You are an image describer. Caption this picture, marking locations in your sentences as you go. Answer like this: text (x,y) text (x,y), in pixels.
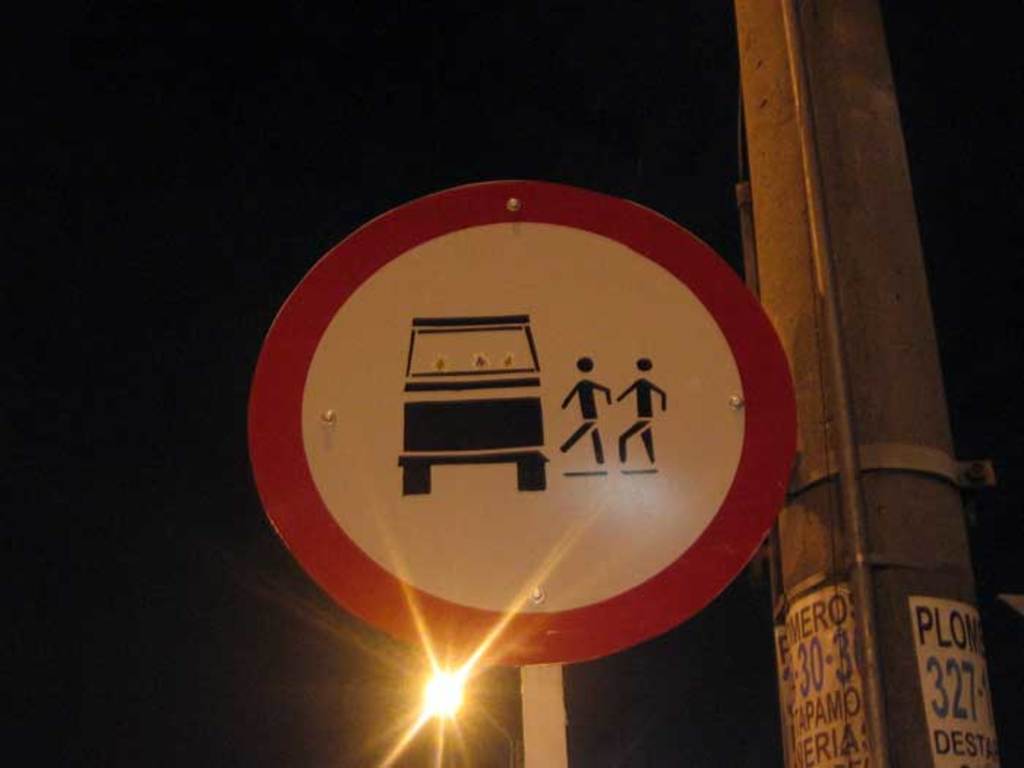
In this picture I can see there is a pole (873,78), there is a label (930,634) on the pole (806,160) and there is a precaution board (445,581) attached to the pole (831,205) and there is a light (403,750) visible and the backdrop (418,20) is dark.
